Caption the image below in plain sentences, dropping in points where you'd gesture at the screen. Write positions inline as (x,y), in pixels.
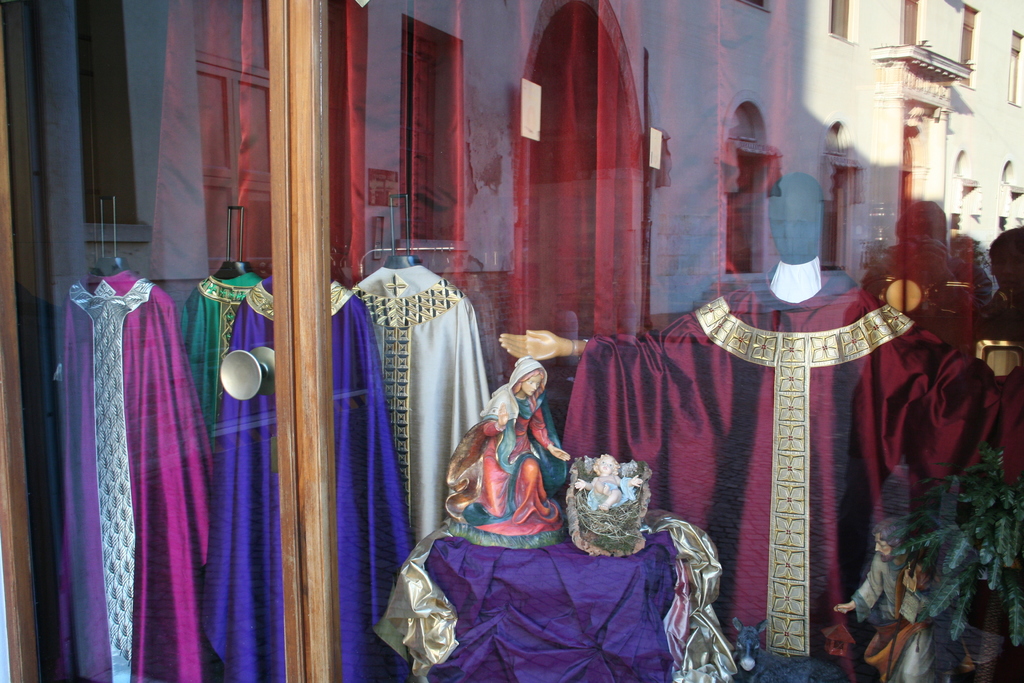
This image is taken outdoors. In this image there is a store (320,366) with a glass door (571,228). Through the door (632,286) we can see there are a few costumes (350,415) on the mannequins (809,245) and there are a few toys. At the top right of the image (876,80) there is a shadow (864,85) of a building (899,92).
